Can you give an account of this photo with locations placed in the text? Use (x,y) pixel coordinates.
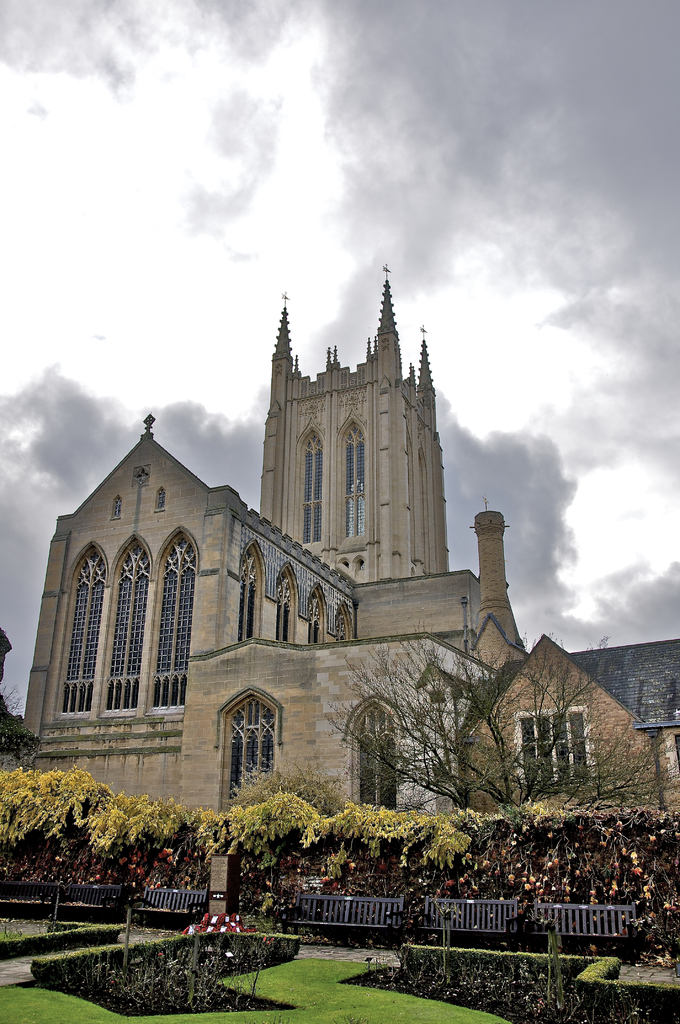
There are plants (49,976) and grass (460,1021) on the ground (295,1018). In the background (313,722), there are buildings (287,619) having windows (132,573) and roofs (617,653) and there are clouds (493,302) in the sky (630,405).
